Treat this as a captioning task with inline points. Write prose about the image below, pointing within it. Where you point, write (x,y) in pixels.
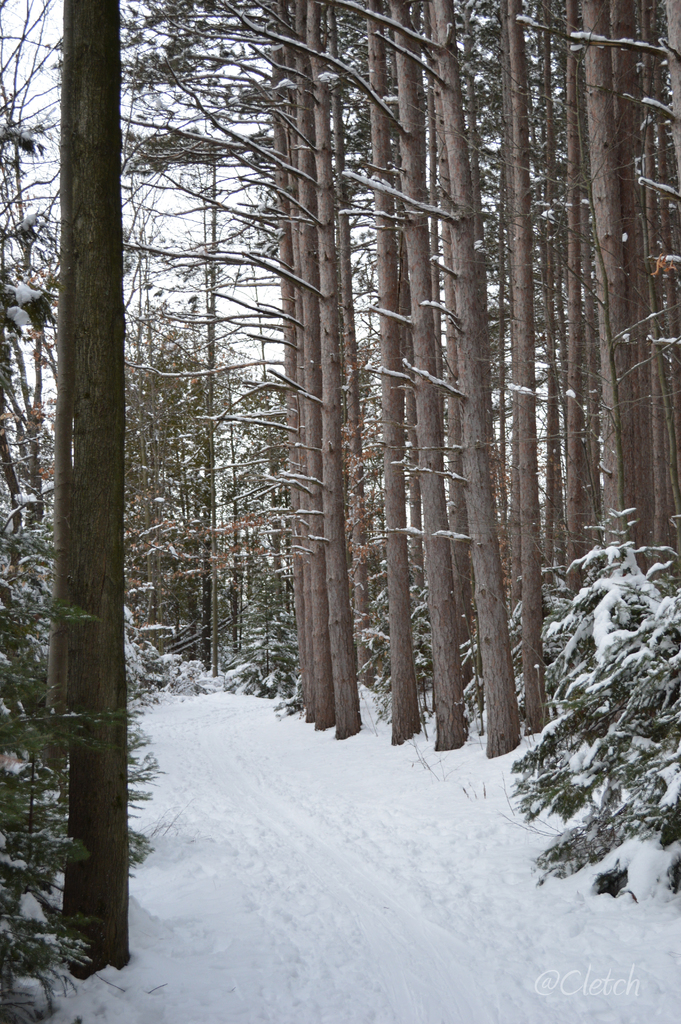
Here there are trees (393,521), this is snow (282,920), this is sky (166,297).
